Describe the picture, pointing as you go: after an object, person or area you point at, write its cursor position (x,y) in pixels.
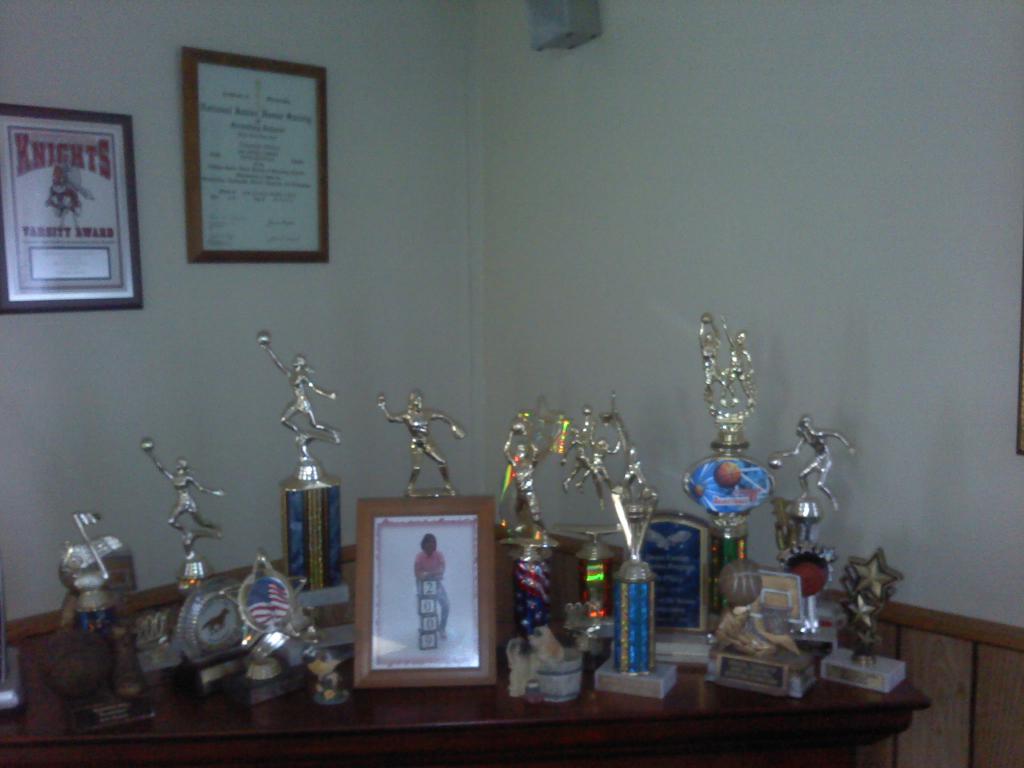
This picture shows mementos (69,700) on the table (300,716) and a frame (193,63) to the wall (225,302).
